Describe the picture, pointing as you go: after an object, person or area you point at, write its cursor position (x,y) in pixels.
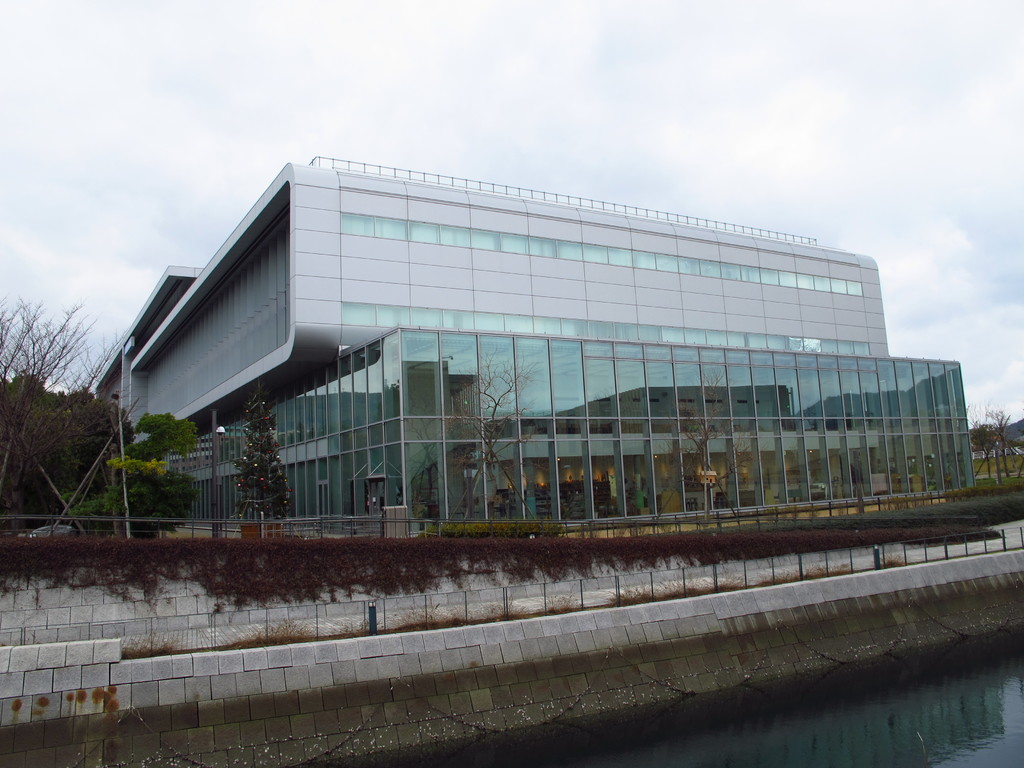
In this image we can see a building (511,458). We can also see a group of trees (248,513), plants (279,554), poles (745,581), a chain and a water body (884,699). On the backside (696,130) we can see the sky (646,69) which looks cloudy.
